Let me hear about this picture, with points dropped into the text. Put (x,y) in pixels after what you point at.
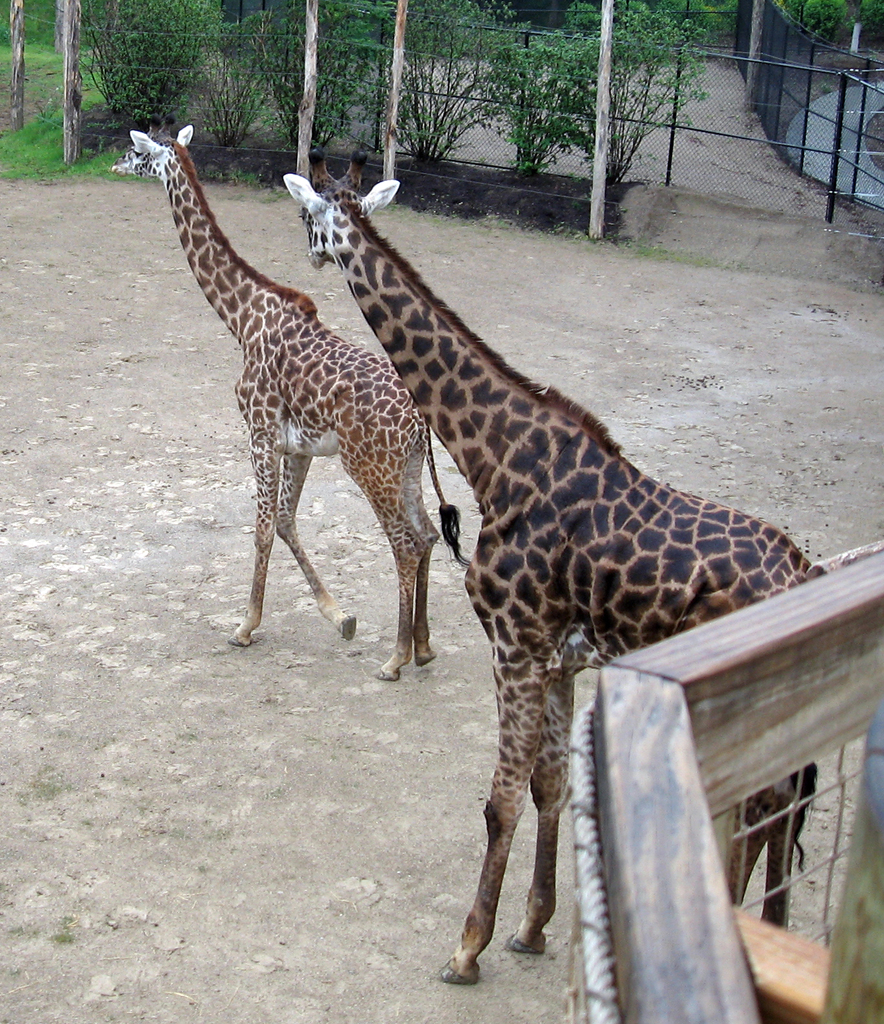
In this picture we can see two giraffes (311,396) standing on the path (230,810). We can see some fencing (669,157) from left to right. There are few poles (603,150) and trees (686,41) in the background (292,114).
